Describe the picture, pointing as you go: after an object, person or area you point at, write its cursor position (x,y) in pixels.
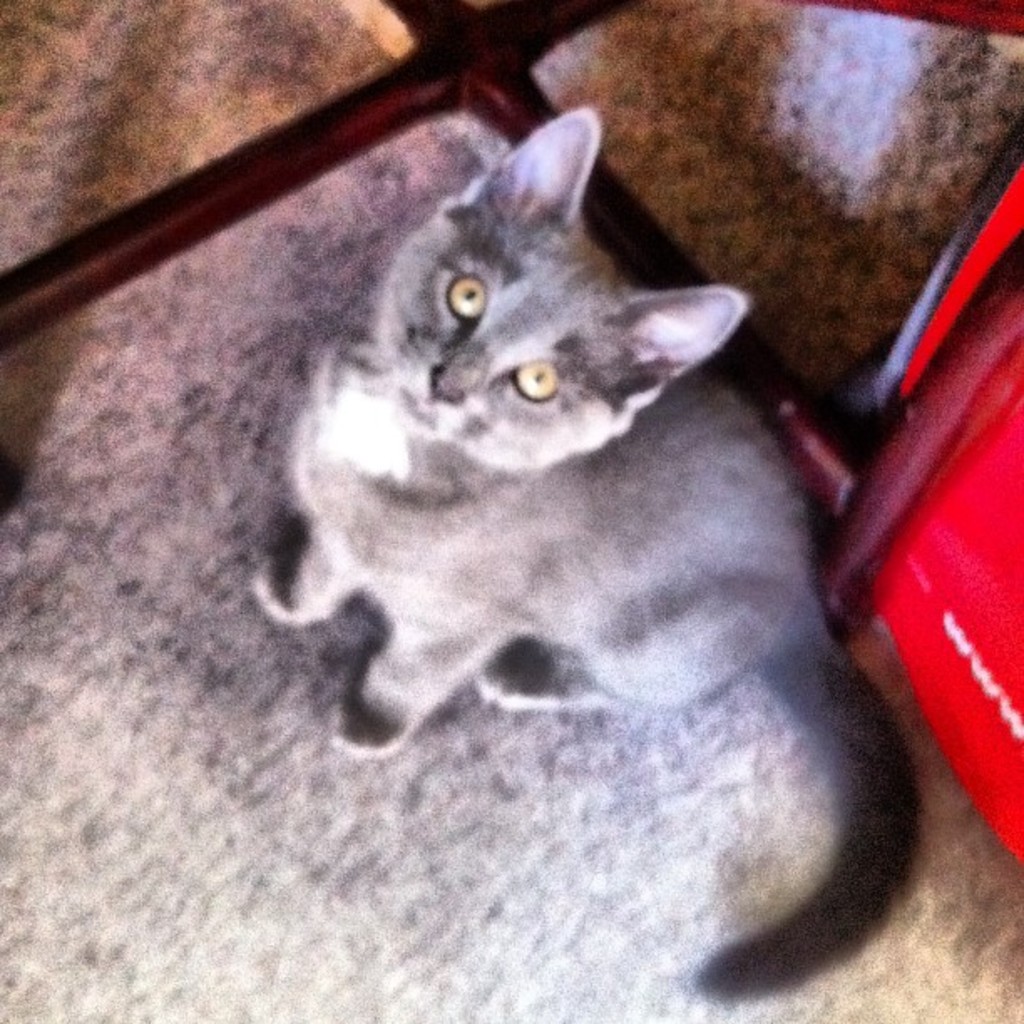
In this picture I can observe a cat (447,501) sitting on the floor (274,491). The cat (371,513) is in grey color and I can observe yellow color eyes (466,295) of the cat (496,434).
